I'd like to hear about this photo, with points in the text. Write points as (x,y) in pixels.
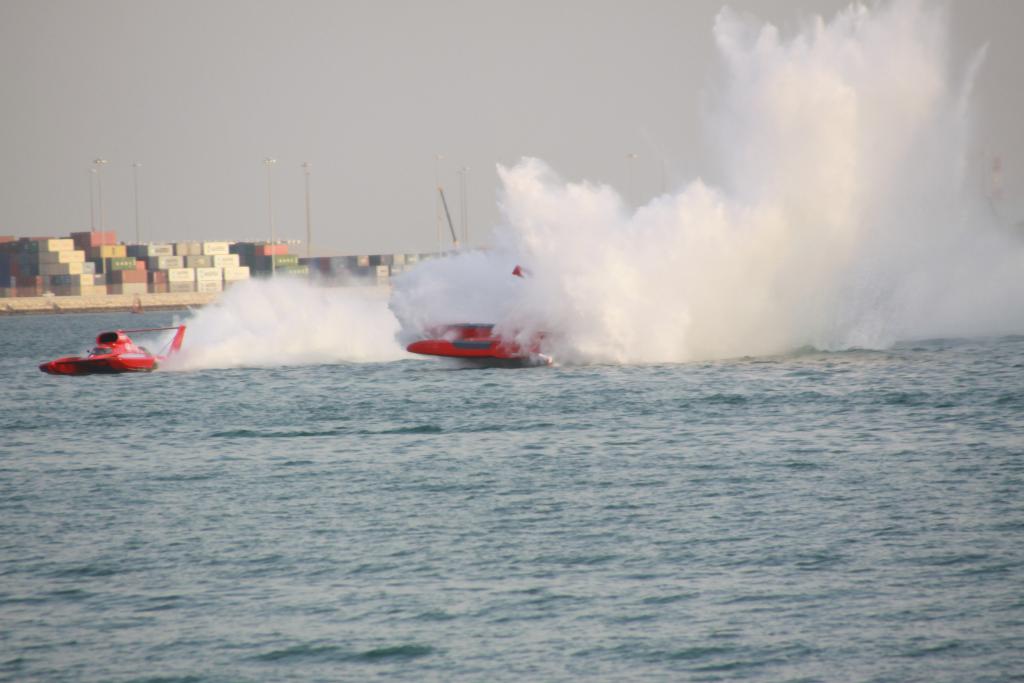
In this image we can see speed boats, poles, water (410,428) and in the background (403,204) we can see the sky (167,208).
